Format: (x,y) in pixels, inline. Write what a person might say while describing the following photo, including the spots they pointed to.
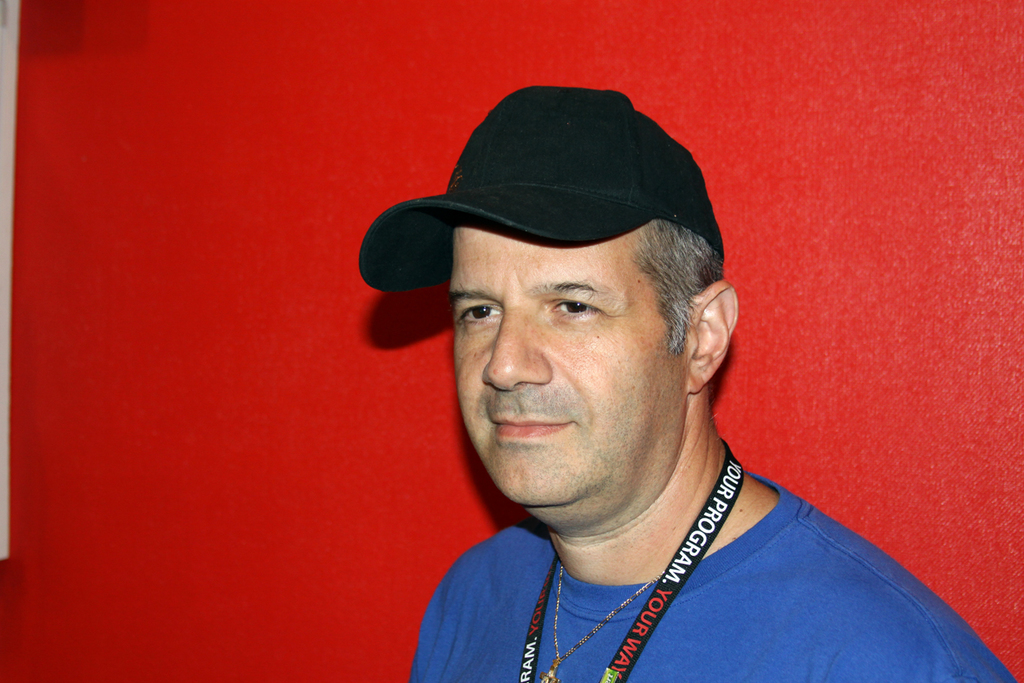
In this image there is a man (595,379) towards the bottom of the image (730,563), he is wearing a blue color T-shirt (623,626), he is wearing a cap (503,222), he is wearing a tag (549,587), there is text (654,611) on the tag (687,555), the background of the image is red in color.
